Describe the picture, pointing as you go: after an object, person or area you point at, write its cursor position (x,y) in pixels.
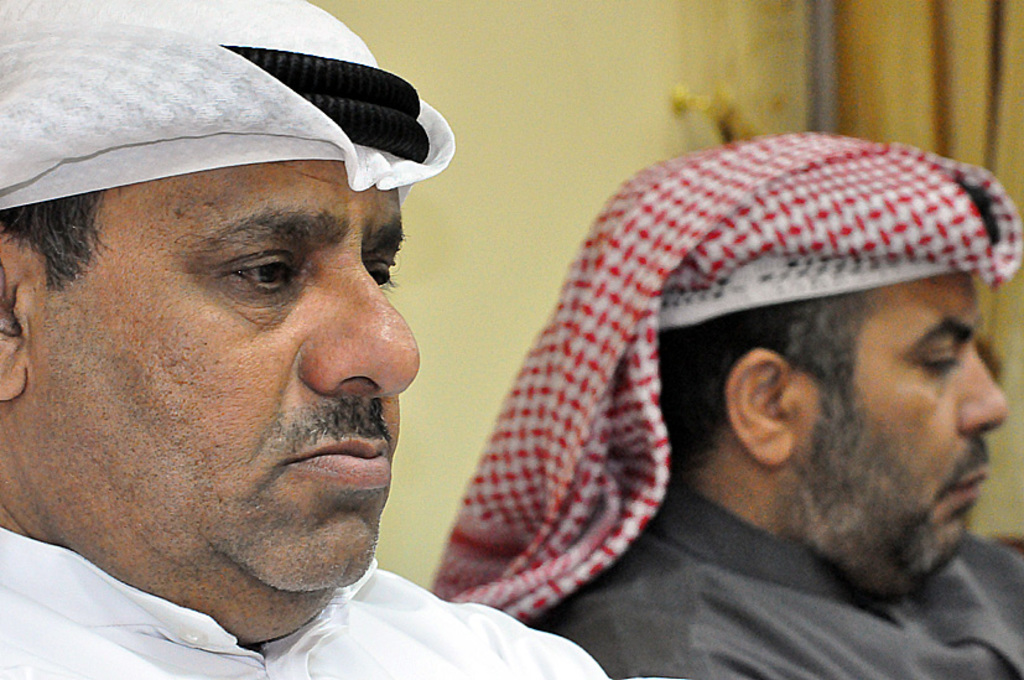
In this image a person (282,502) wearing a white top (158,614) is wearing a white colour cloth (217,70) on his head (218,212). Beside there is a person (781,642) wearing a black top (824,627) is having a red colour cloth (758,235) on his head (849,499). Behind them there is wall (434,14).
